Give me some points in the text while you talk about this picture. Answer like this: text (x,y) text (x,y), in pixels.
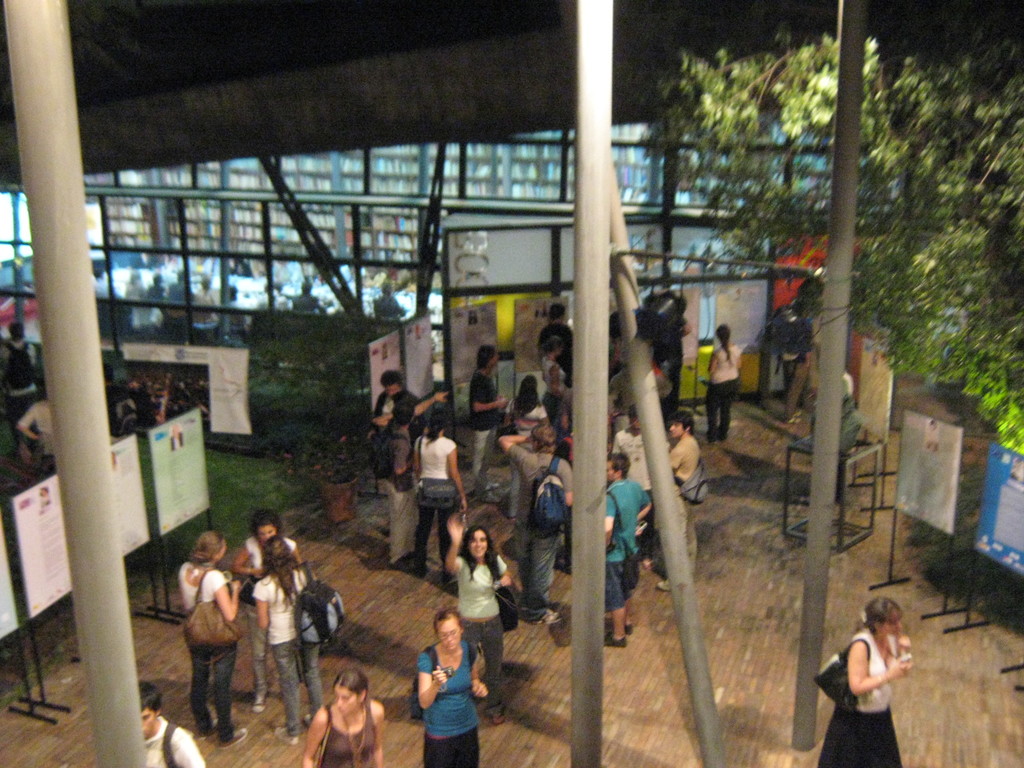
In this picture I can observe some people (416,555) standing on the floor (374,598). There are men (548,580) and women (261,679) in this picture. I can observe metal rods (99,483) in this picture. On the right side (1006,313) I can observe tree (874,128).
